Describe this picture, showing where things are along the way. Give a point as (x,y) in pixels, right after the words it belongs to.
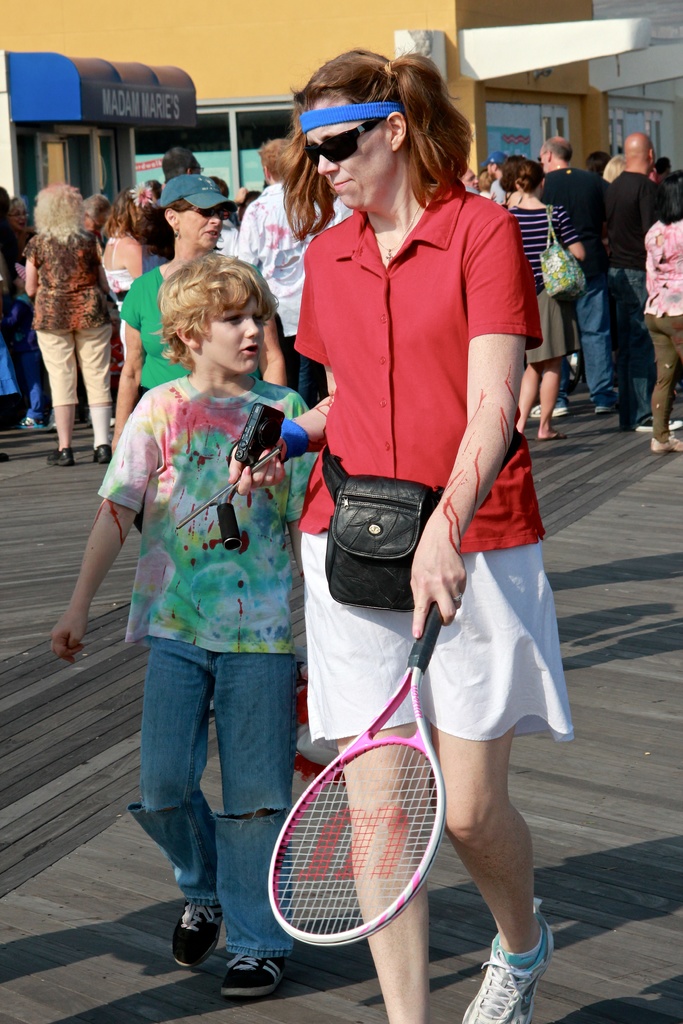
In this image I can see a woman (426,410) wearing red and white colored dress (478,667) and black colored bag (405,607) is standing and holding a black colored object (263,403) and a bat (367,735) in her hand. I can see a boy (282,631) standing beside her. In the background (239,247) I can see few persons (236,236) standing, a shed (22,105) which is blue in color and a building (252,70) which is yellow in color.
